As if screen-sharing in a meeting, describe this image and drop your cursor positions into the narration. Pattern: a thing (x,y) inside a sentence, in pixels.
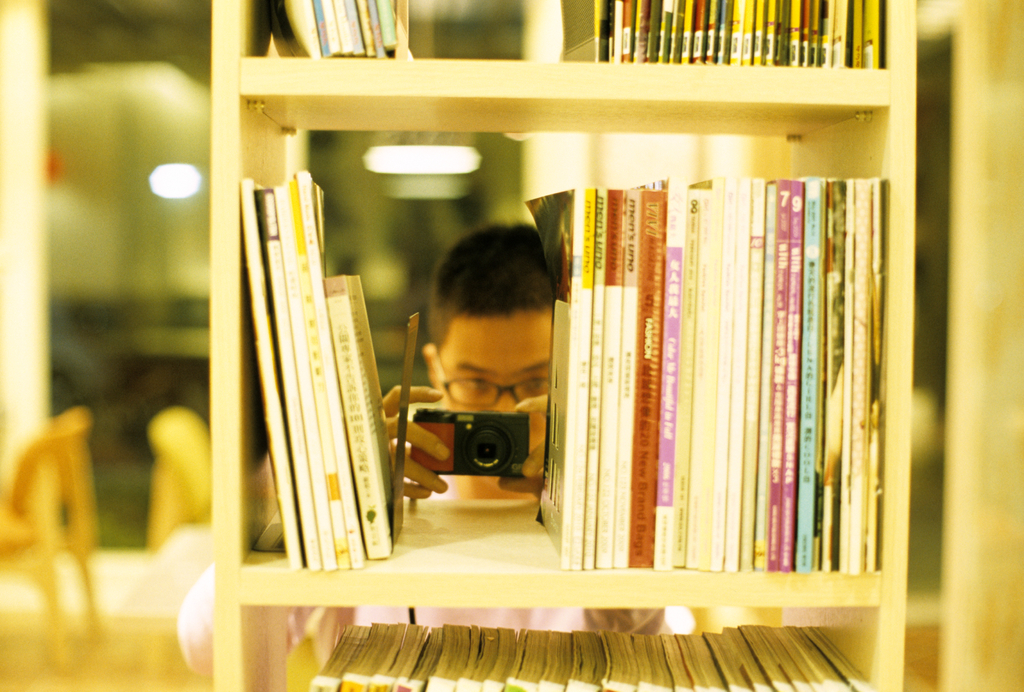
In this image i can see a books (702,200) which are on the shelves (274,555) and at the middle of the image (525,419) there is a person (418,489) holding a camera (460,466).
